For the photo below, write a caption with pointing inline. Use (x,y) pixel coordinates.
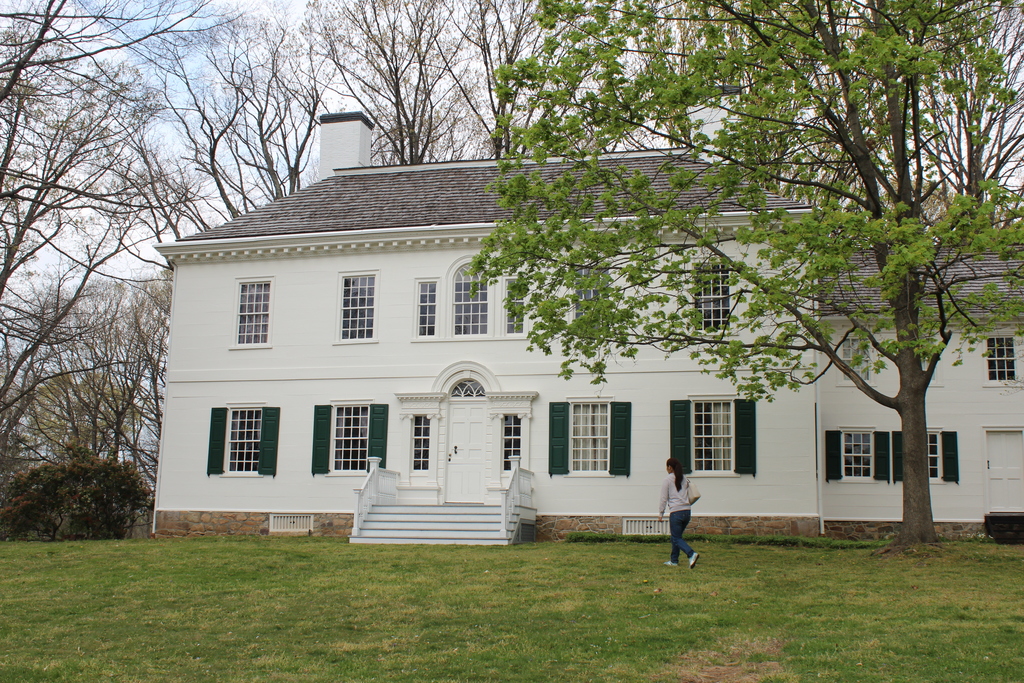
This is the picture of a building (736,386). In this image there is a building (182,414) and there is a woman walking on the grass (323,623). At the back (159,27) there are trees (316,8). At the top (159,27) there is sky (185,21) and there are clouds (299,6). At the bottom (323,619) there is grass (398,609).
